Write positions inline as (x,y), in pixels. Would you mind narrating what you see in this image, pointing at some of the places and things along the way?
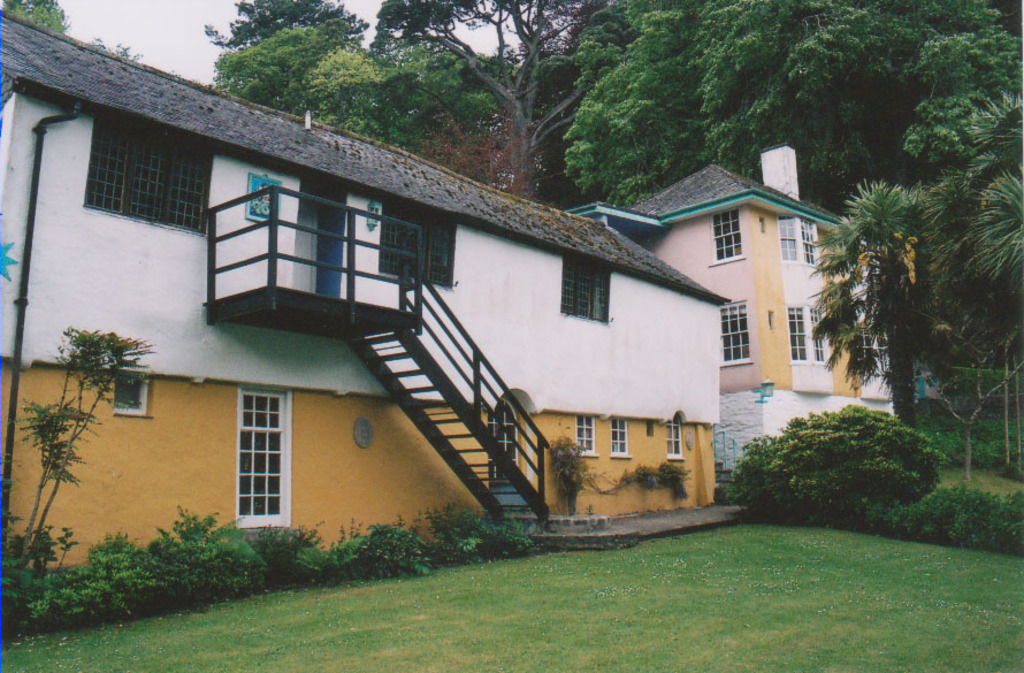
In this image I can see the ground (514,606), few plants (799,452), few stairs (407,320), few buildings (521,323), few windows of the buildings (538,310) and few trees (841,151) which are green in color. In the background (206,50) I can see the sky (176,51).
